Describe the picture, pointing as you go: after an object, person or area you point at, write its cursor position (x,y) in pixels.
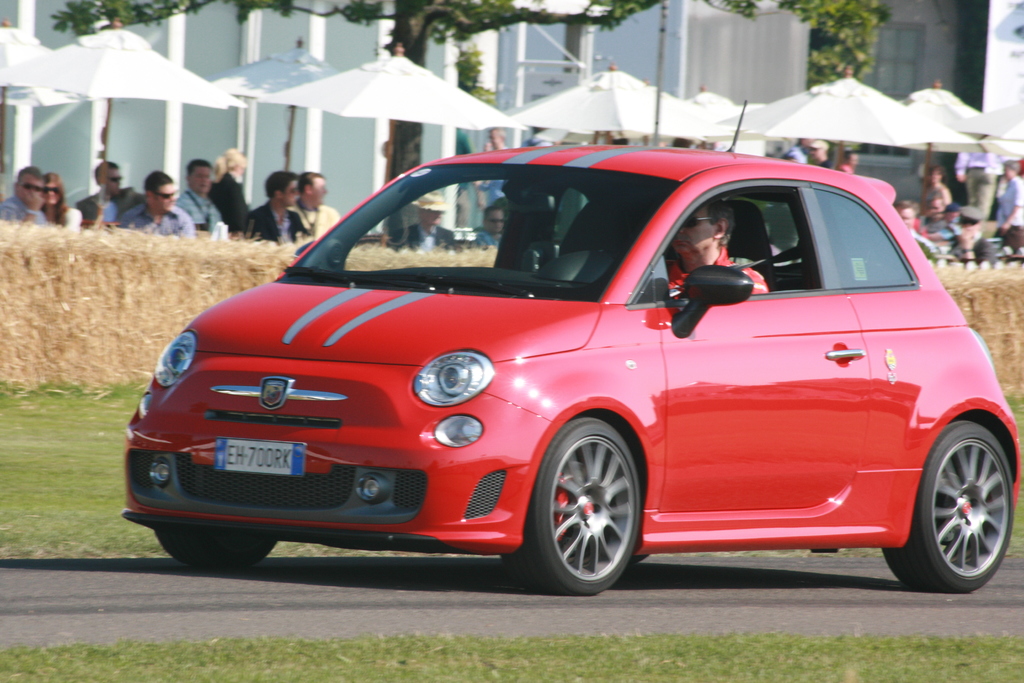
In this image there is road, there is grass (365,637), there is a red car (712,401) on the road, there is a person (704,248) driving the car (602,327), there are group of persons (150,200) sitting, there are umbrellas (400,90), there is a tree (456,12).
